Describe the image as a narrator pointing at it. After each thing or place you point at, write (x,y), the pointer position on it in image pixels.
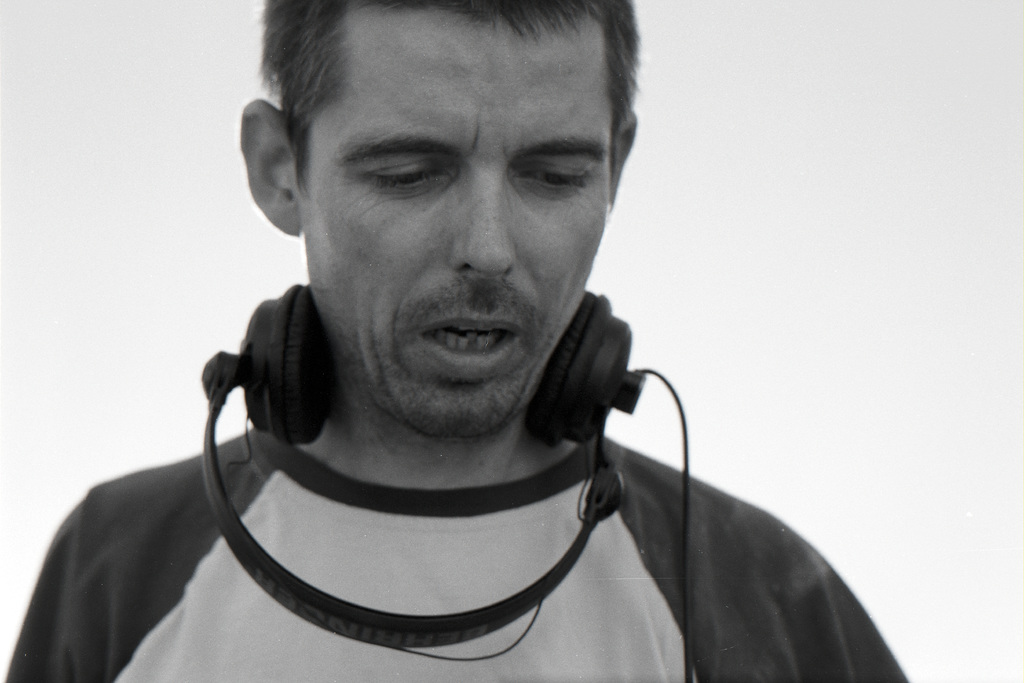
It is a black and white image. In this image we can see a man (411,447) with a headset (321,412) and the background is in plain color.
